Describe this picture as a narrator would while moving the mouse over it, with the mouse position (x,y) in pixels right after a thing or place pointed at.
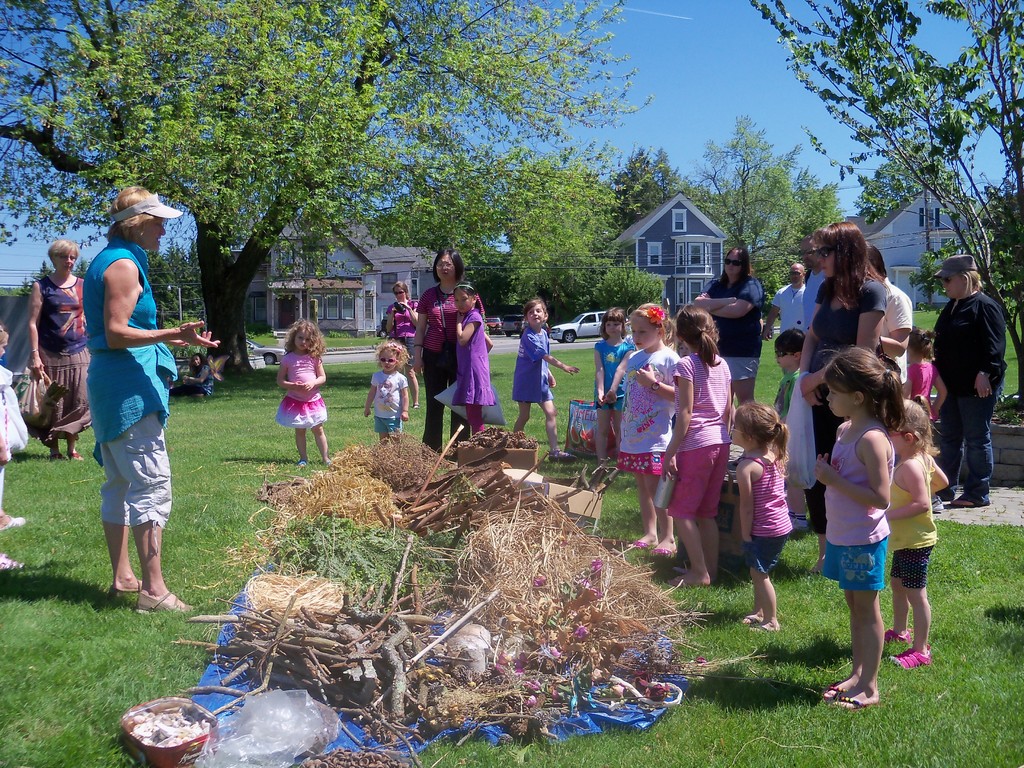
This image is taken outdoors. At the bottom of the image (754,717) there is a ground (918,705) with grass (90,603) on it. At the top of the image (676,73) there is a sky (702,59). In the background (559,239) there are many trees (223,277) and plants (611,300) and there are a few houses (392,280). A few cars (559,336) are parked on the road (496,338). In the middle of the image (646,453) many people (703,456) are standing on the ground (232,428) and there are a few wooden sticks (404,663) and dry grass (340,516) on the sheet (625,710).
